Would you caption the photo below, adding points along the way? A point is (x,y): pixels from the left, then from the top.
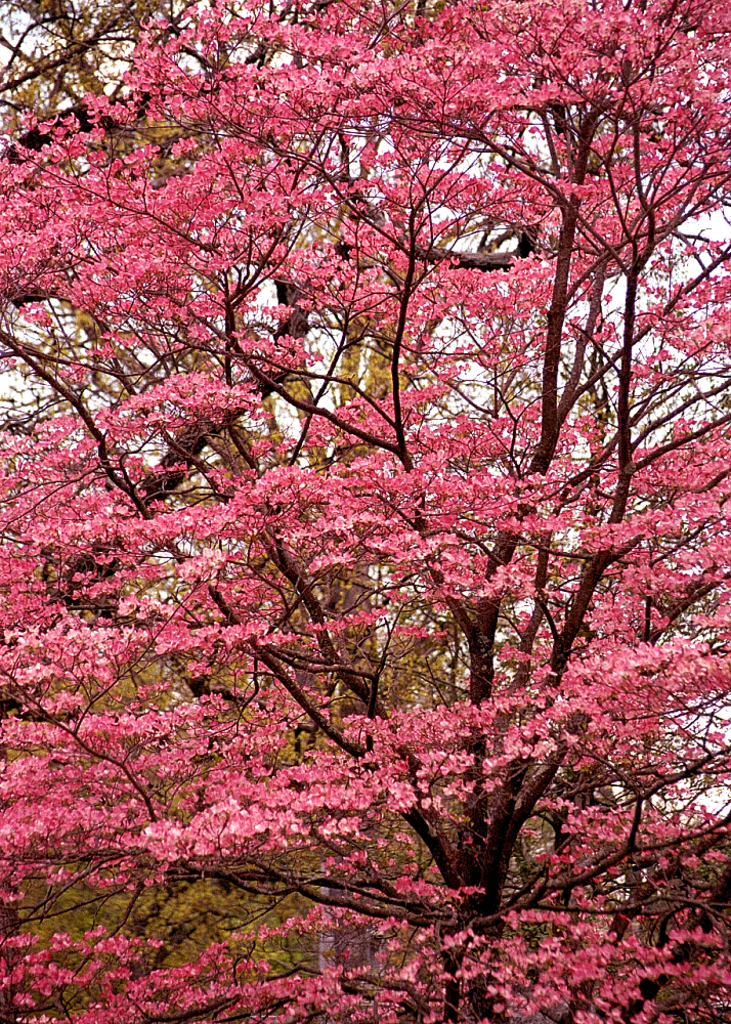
There is a tree (489,806). Which is having pink color flowers (408,788). In the background (157,913), there are other trees (164,921) and clouds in the sky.
